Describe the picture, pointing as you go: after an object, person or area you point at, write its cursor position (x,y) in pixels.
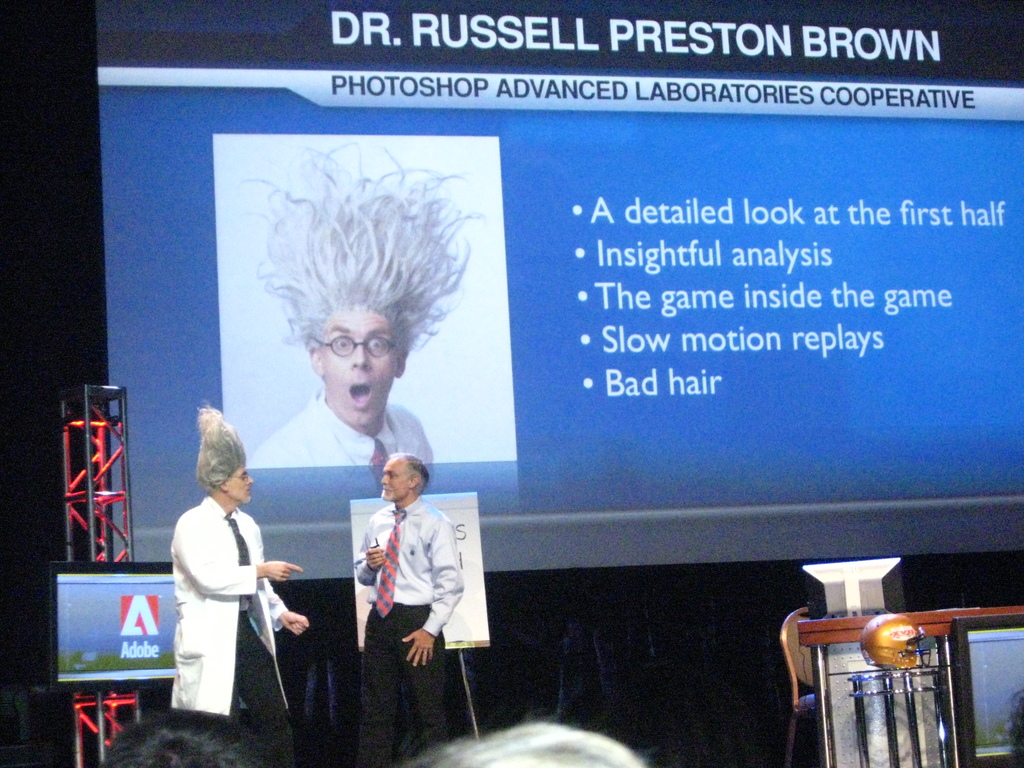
Here in this picture we can see two men (258,589) standing on a stage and talking to each other and behind them we can see a board (372,508) present and we can see a monitor (165,587) present and behind that we can see a projector screen (107,50) present all over there and on the right side (871,582) we can see a system (846,589) present on a table (816,680) over there and we can also see a chair (792,645) present and in the front (151,742) we can see people (498,733) present, who are watching them performing.
